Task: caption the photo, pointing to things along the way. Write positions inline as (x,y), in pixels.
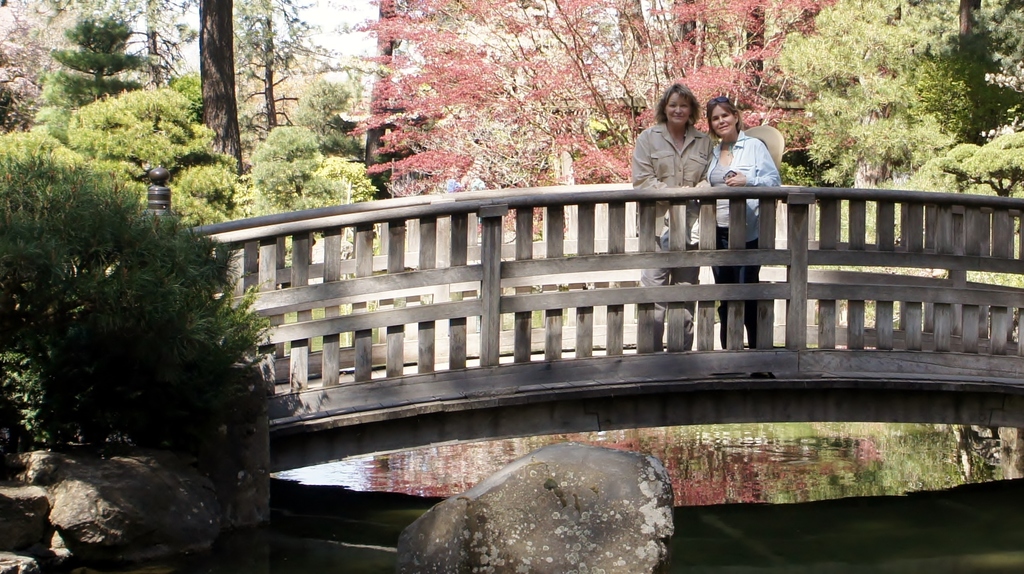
In this image we can see a bridge (503,306), persons (759,173) and other objects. In the background of the image (524,131) there are trees (456,120), plants (107,150) and the sky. At the bottom of the image (557,481) there are rocks (557,481) and water (692,478). On the water (803,447) we can see some reflections (719,448).
